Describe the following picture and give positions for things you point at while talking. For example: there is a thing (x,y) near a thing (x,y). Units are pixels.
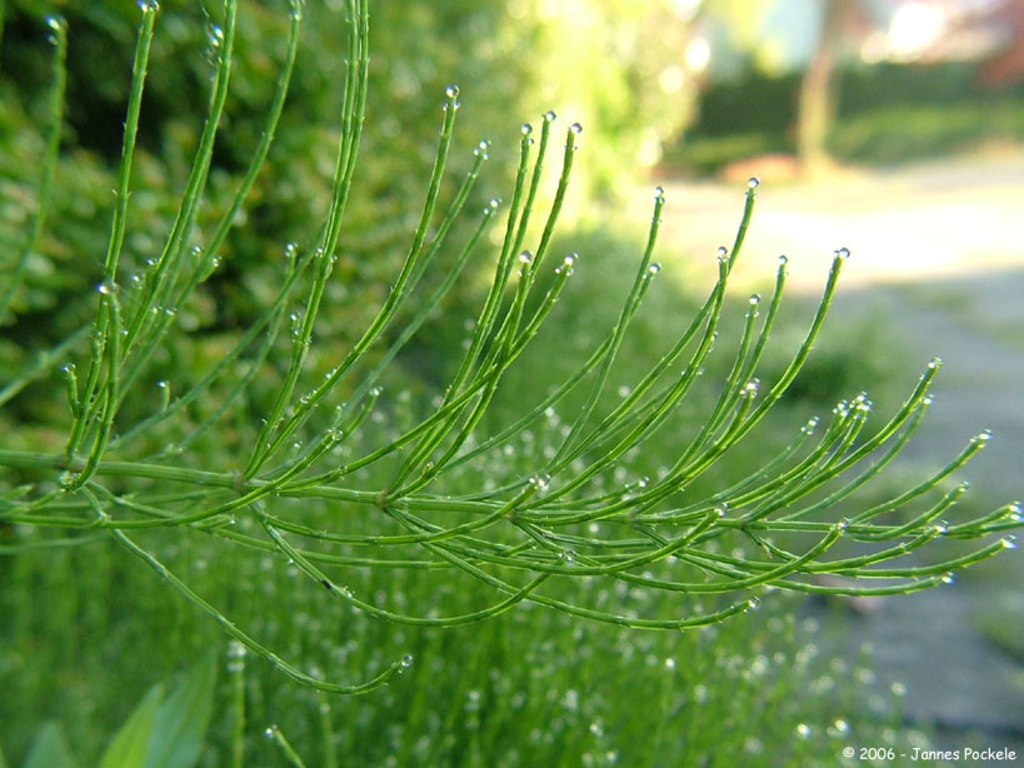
In this picture we can see a stem (324,443) and behind the stem (865,408) there are trees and a path (915,453). On the image there is a watermark (898,757).
